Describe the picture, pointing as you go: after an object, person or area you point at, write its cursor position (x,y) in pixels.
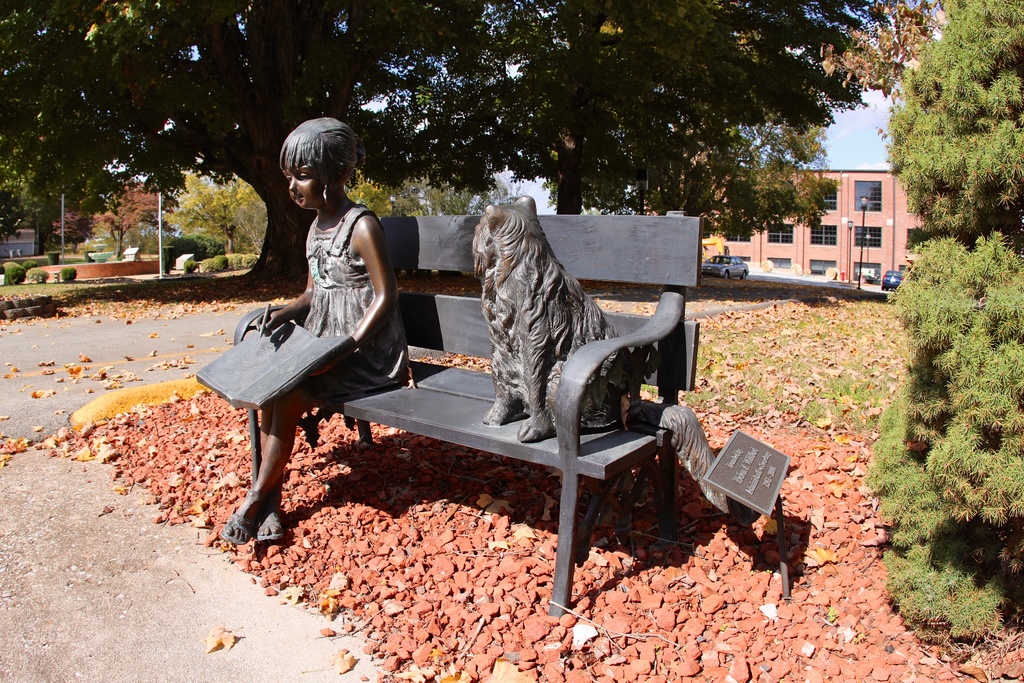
This is the picture where we have an idol (328,390) of a girl (370,383) holding a book (324,359) and a dog (475,255) on the bench (426,241) and behind them there is a building (833,209) and some plants (745,188) around.
